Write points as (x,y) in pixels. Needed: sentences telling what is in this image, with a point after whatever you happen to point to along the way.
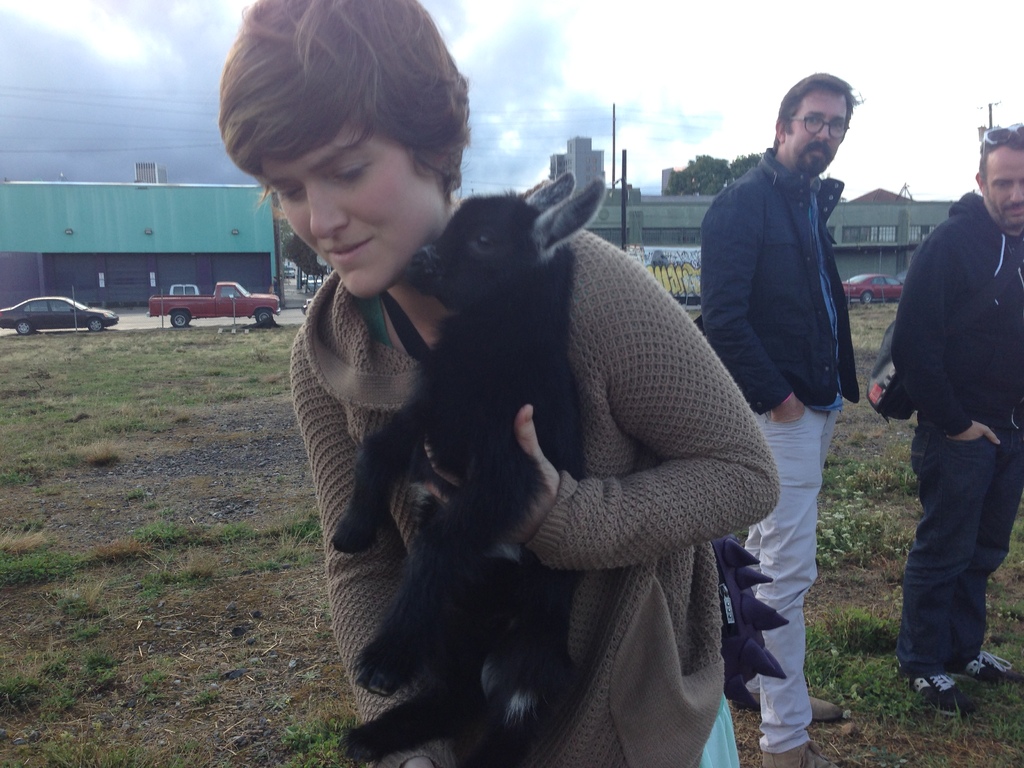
In this image there is a woman (589,449) holding an animal (501,400) in her hands (532,513), in the background (952,363) there are two men (911,329) standing on a grassland (919,723) and there are cars (90,320) on a road (127,315) and there are buildings (685,235), trees (697,175) and the sky (487,42).
